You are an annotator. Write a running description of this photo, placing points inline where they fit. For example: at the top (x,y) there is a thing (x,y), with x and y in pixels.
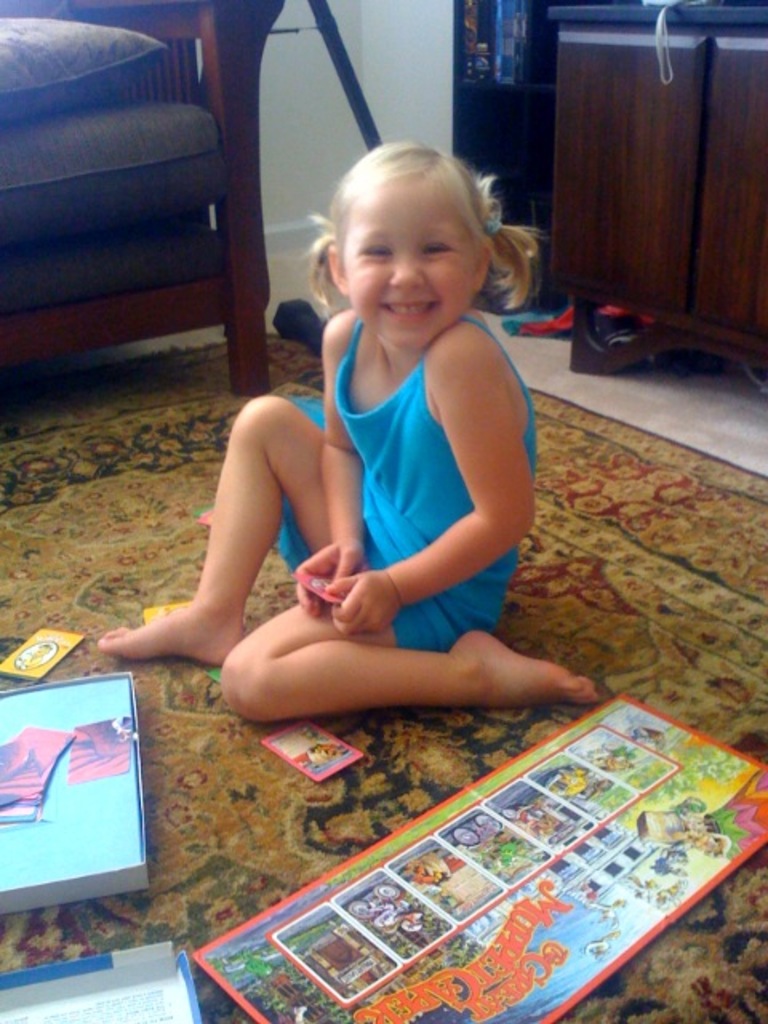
In this image I can see a girl (399,529) is sitting on the floor mat (530,608), she wore blue color dress (401,514). At the bottom (561,764) there is a board game (537,759), at the top (253,331) it looks like a sofa (128,231).
